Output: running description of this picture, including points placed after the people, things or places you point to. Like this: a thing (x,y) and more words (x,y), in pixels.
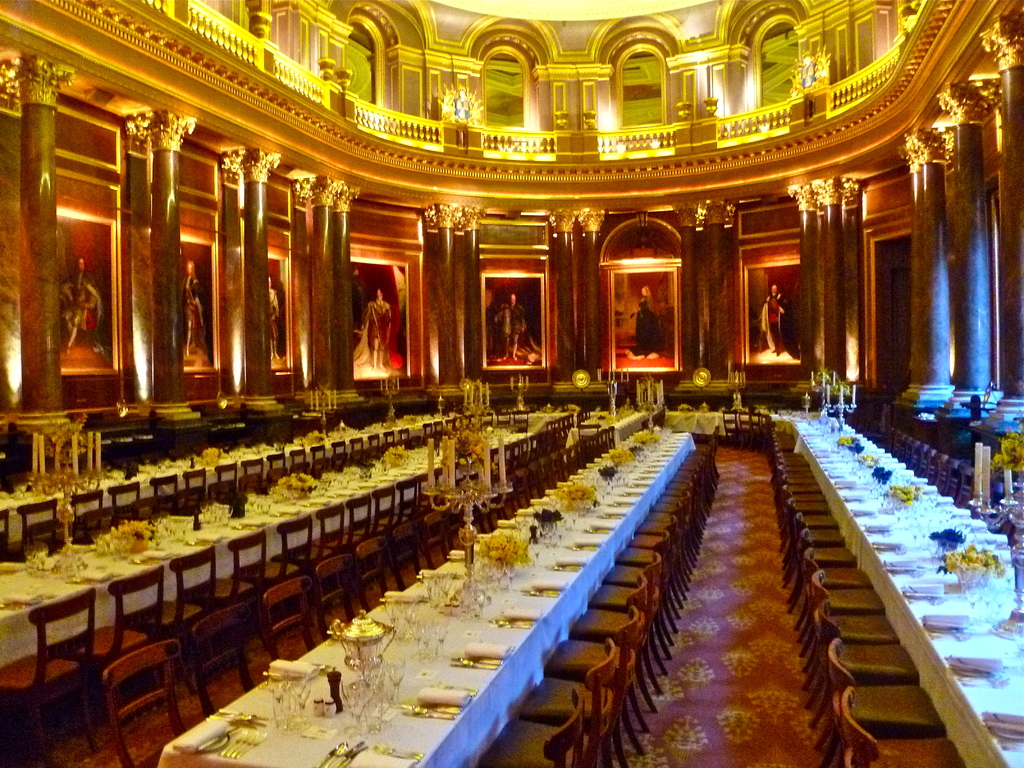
In this image we can see the draper's hall (54,240). And we can see the chairs (604,668). And we can see the dining table (535,552). And we can see the candles (454,472). And we can see the flowers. And we can see the paintings (381,309) on the wall (222,288). And we can see the lights (611,117). And we can see the spoons (242,741).
